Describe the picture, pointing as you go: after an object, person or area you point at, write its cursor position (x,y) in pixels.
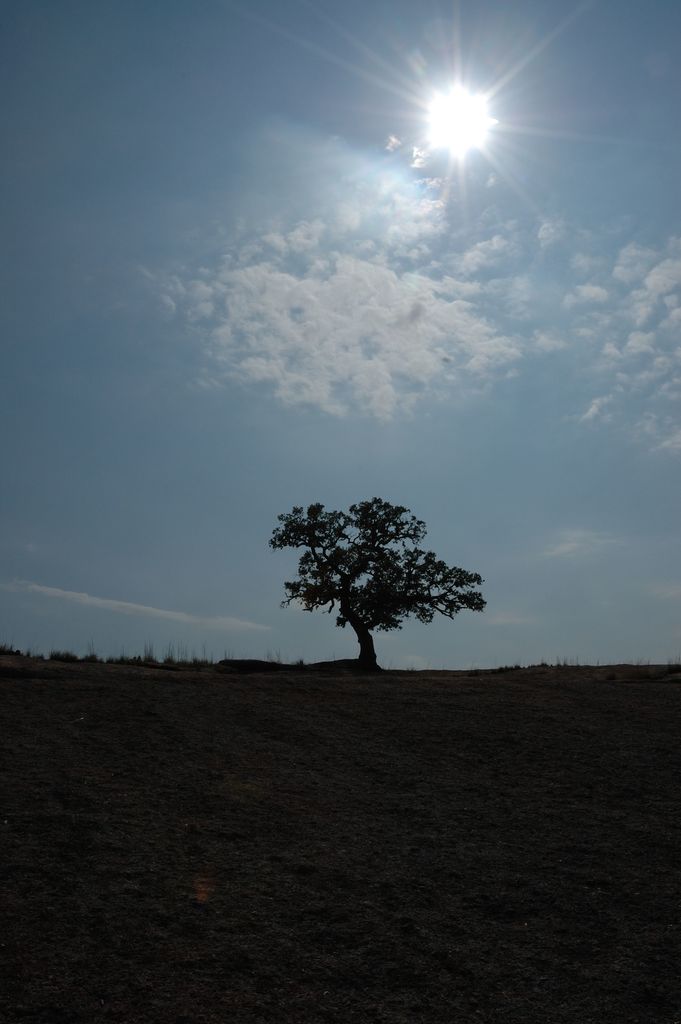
In this image I can see a tree (360,545) and the sky (502,287) and sun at the bottom (127,836) I can see a dark view (298,909).
